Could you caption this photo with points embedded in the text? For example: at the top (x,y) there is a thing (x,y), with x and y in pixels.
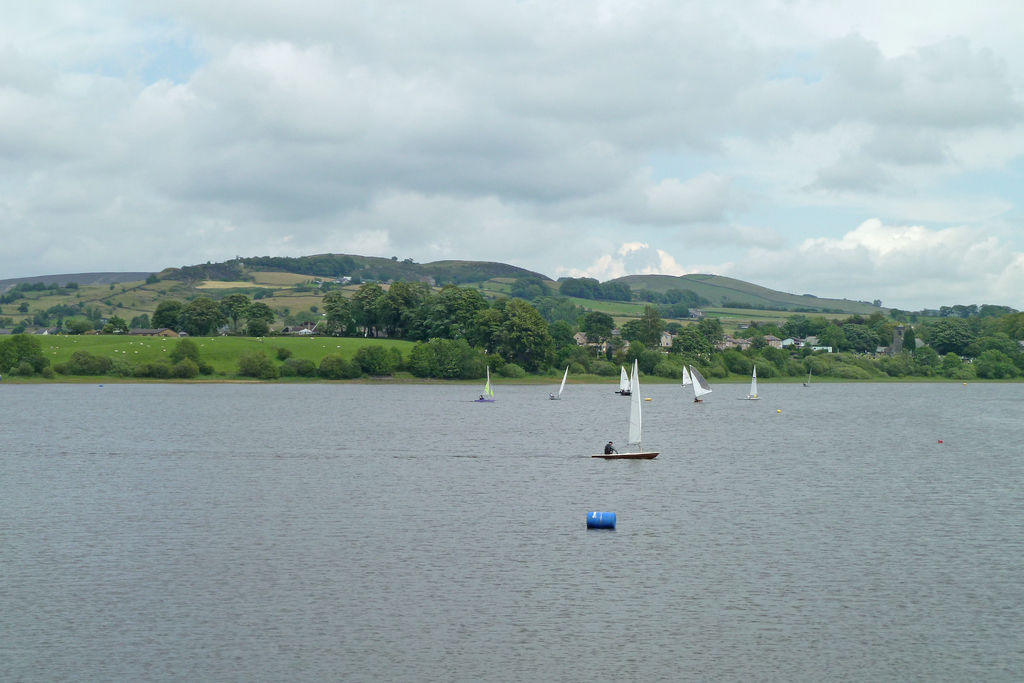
In this image there is water (704,448) and we can see boats (641,433) on the water (569,460). In the background (409,332) there are trees (846,351), hills (342,267), sheds (346,281) and sky (505,115).
